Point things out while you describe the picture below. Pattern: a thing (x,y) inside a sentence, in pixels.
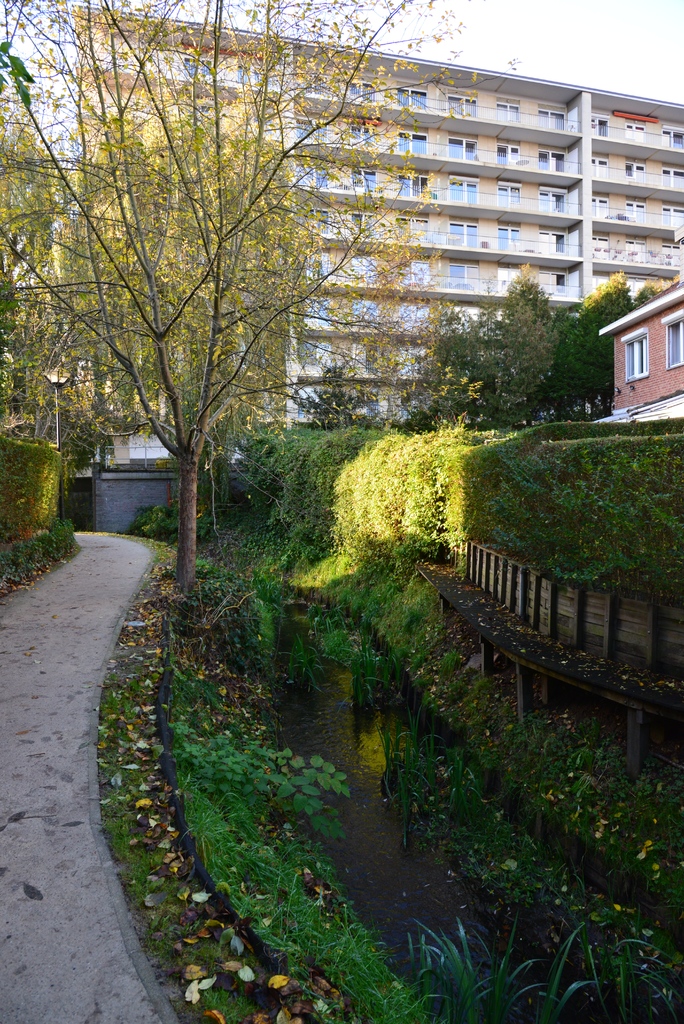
It is a park (113,702) and there is a way (61,780) in between the park (51,805) and around that way (27,976) there are many plants (221,521), trees (211,287) and grass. Behind the tree (215,299) there is a big building (417,260) with lot of windows (403,146) and doors (473,183), on the right side (659,347) there is house (631,378), a slight sunlight (339,493) is falling on the surface (411,459) of the plants (438,511).
